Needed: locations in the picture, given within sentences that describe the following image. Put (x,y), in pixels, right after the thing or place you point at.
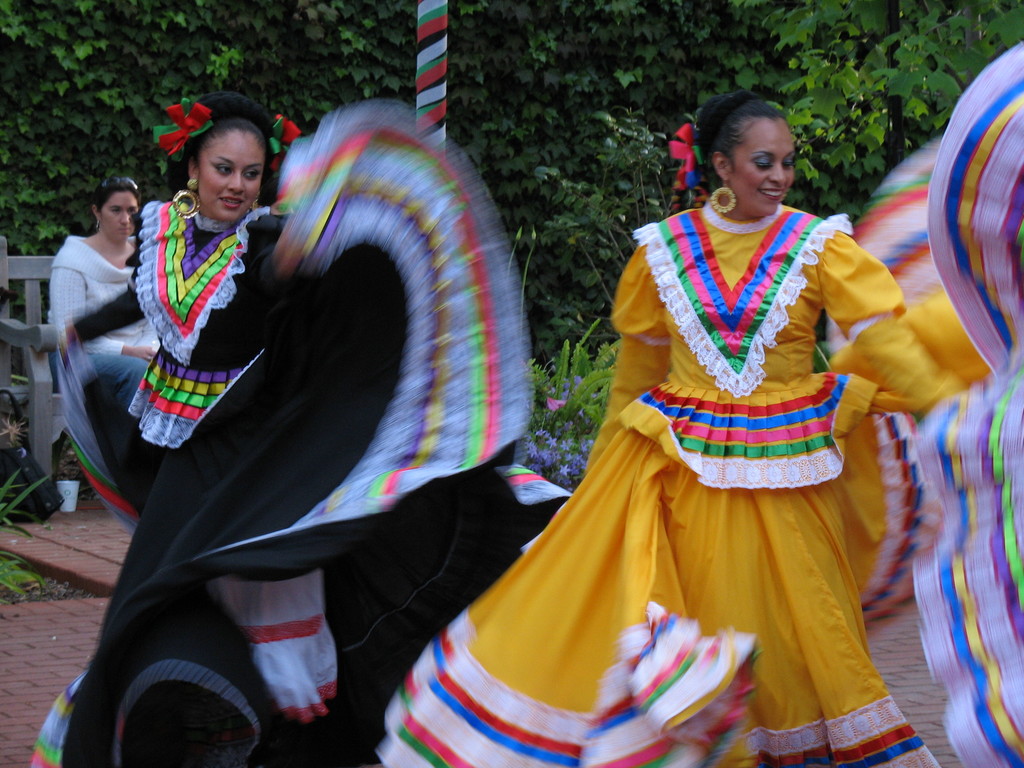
In this image there are persons (504,454) dancing. In the background (65,293) there is a person (103,291) sitting, there are trees (456,67) and there is a pole (426,80) and there are plants (594,399) and flowers (525,446), there is grass (19,571) on the ground (25,554), there are objects (70,496) on the ground (84,518) which are black and white colour.
